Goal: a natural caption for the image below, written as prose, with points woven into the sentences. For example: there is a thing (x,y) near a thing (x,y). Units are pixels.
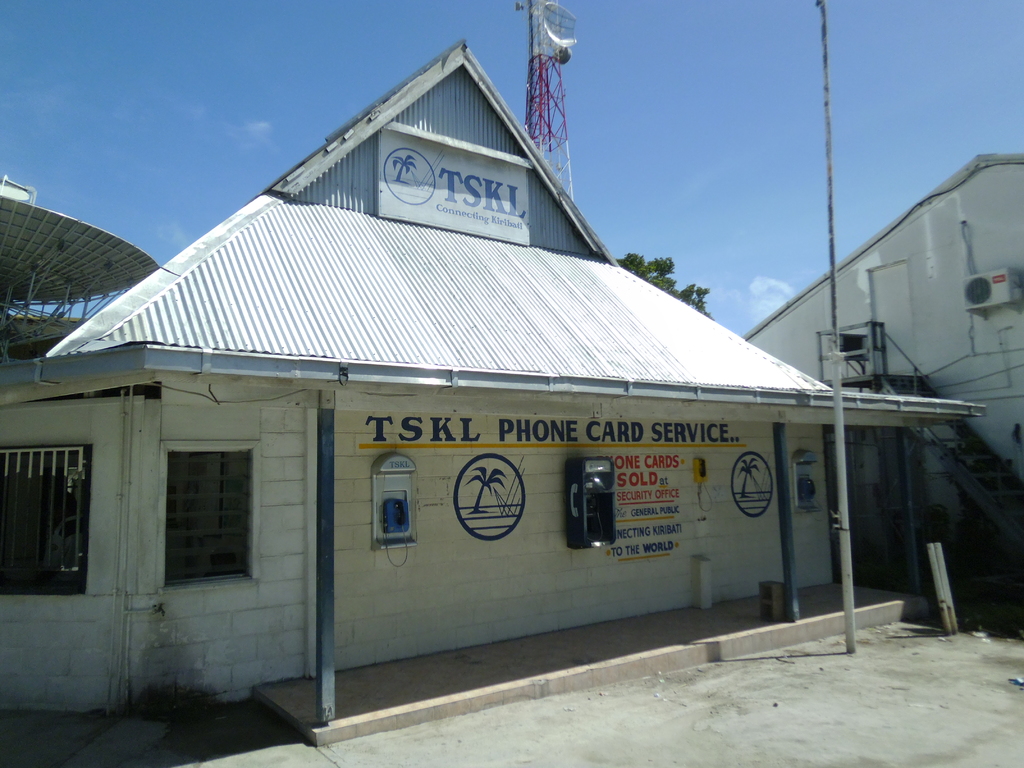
In this picture we can see a room (174,370) here, on the left side (32,228) there is a satellite dish (34,257), we can see a pole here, we can see outdoor unit (1003,299) here, there is the sky (690,151) at the top of the picture (692,107), we can see a tree (693,287) here.
